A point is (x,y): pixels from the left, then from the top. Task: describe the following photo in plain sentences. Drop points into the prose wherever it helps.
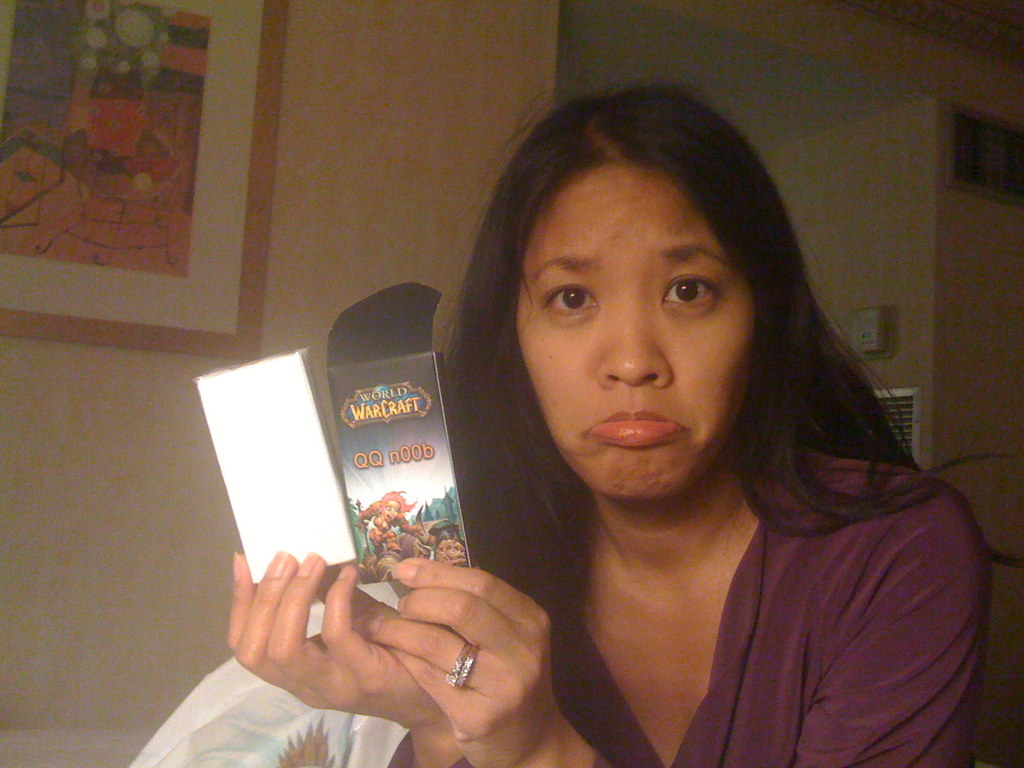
In the image there is a lady (887,650) with violet dress (867,627) and she is holding something in her hand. Behind her at the left side (137,205) there is a wall (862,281) with a frame (160,306) on it.
